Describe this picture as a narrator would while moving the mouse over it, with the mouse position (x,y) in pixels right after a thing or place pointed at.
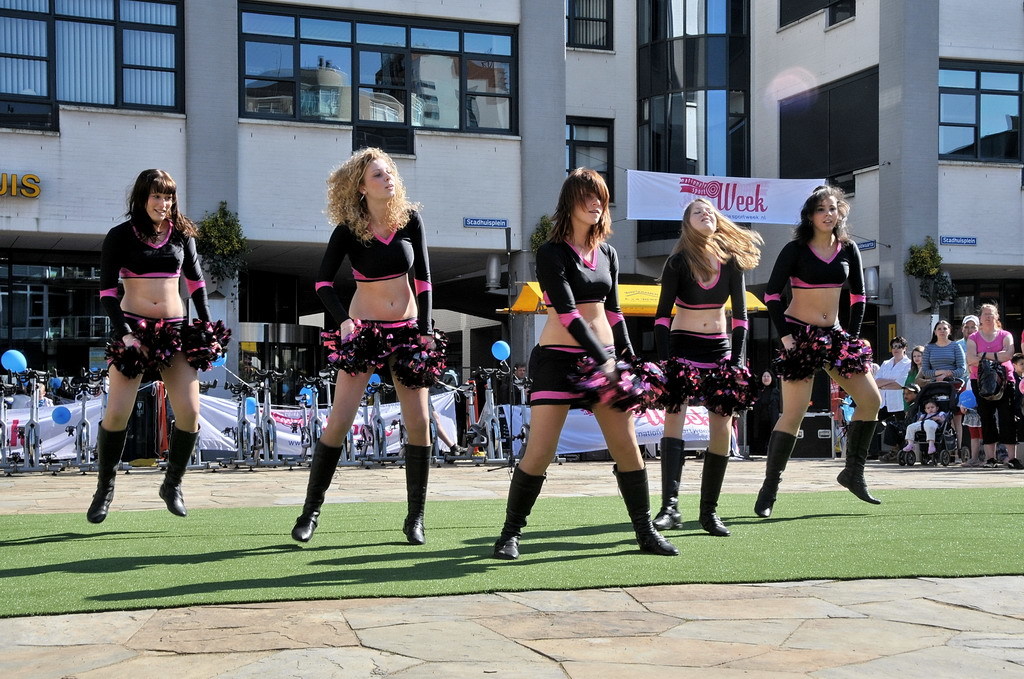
There are cheer girls (595,230) in black color dresses (157,259) dancing on green color mat (413,582) which is on the floor (974,584). In the background (41,449), there are banners (748,200), there are exercise bikes (36,431) and there is building (500,75) which is having glass windows (865,102).
